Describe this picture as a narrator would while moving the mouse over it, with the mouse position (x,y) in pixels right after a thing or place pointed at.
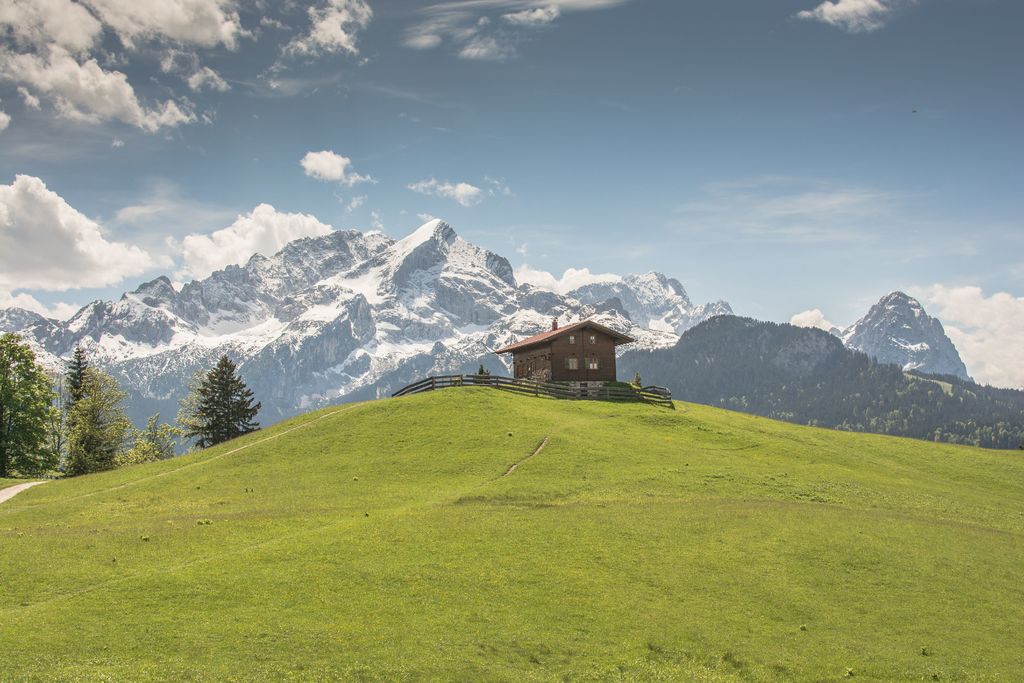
In this image in the center (582,354) there is one house (543,363) and a fence (469,382), at the bottom (368,537) there is grass (115,533) and on the left side (101,402) there are some trees (68,408). In the background (700,325) there are some mountains (731,363) and trees (729,384), at the top of the image (361,151) there is sky (590,169).
